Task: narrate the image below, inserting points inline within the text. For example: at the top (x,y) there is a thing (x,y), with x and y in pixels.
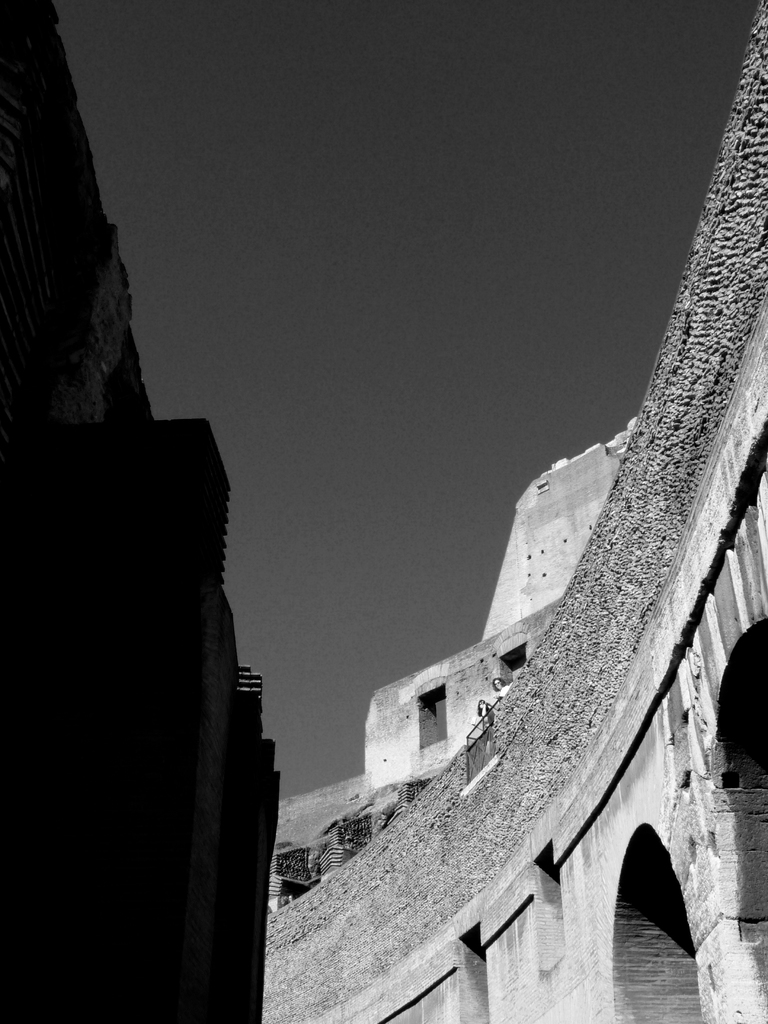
This picture is clicked outside. In the center (491,634) we can see the buildings (520,704). In the background (624,340) there is a sky (391,153).
